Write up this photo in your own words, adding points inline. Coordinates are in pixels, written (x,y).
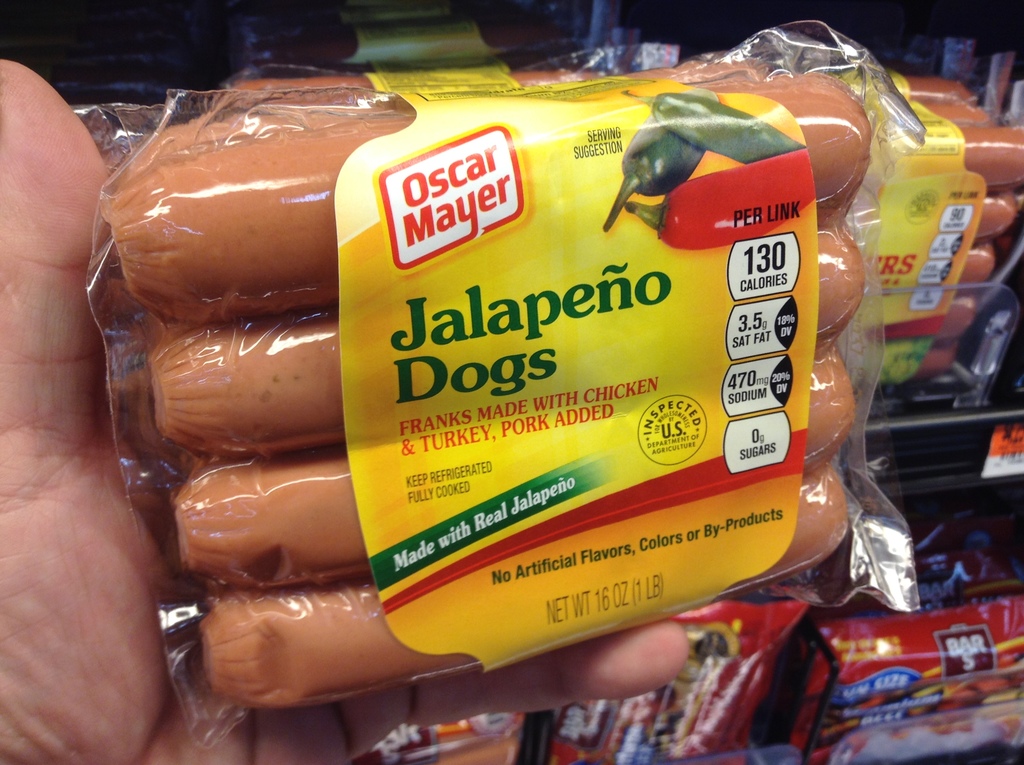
In this image I can see a person hand (47,576) holding some object (652,513). Background (991,590) I can see few covers (936,728) in the rack (788,724).
